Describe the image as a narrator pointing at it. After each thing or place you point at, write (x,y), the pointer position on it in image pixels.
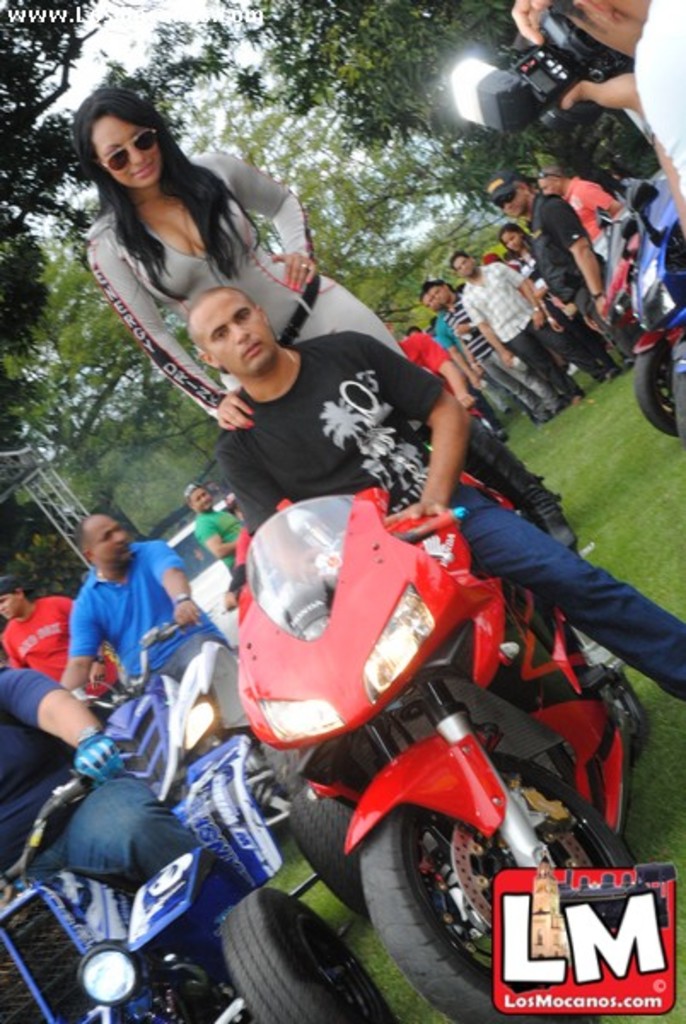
In this image I see 3 men (101,745) who are sitting on the vehicles (415,573) and this woman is standing on the bike (425,940) and I can also see there is a person (679,84) with the camera (565,45). In the background (461,22) I see trees (414,189), lot of people (550,370) and the bikes (669,398).
